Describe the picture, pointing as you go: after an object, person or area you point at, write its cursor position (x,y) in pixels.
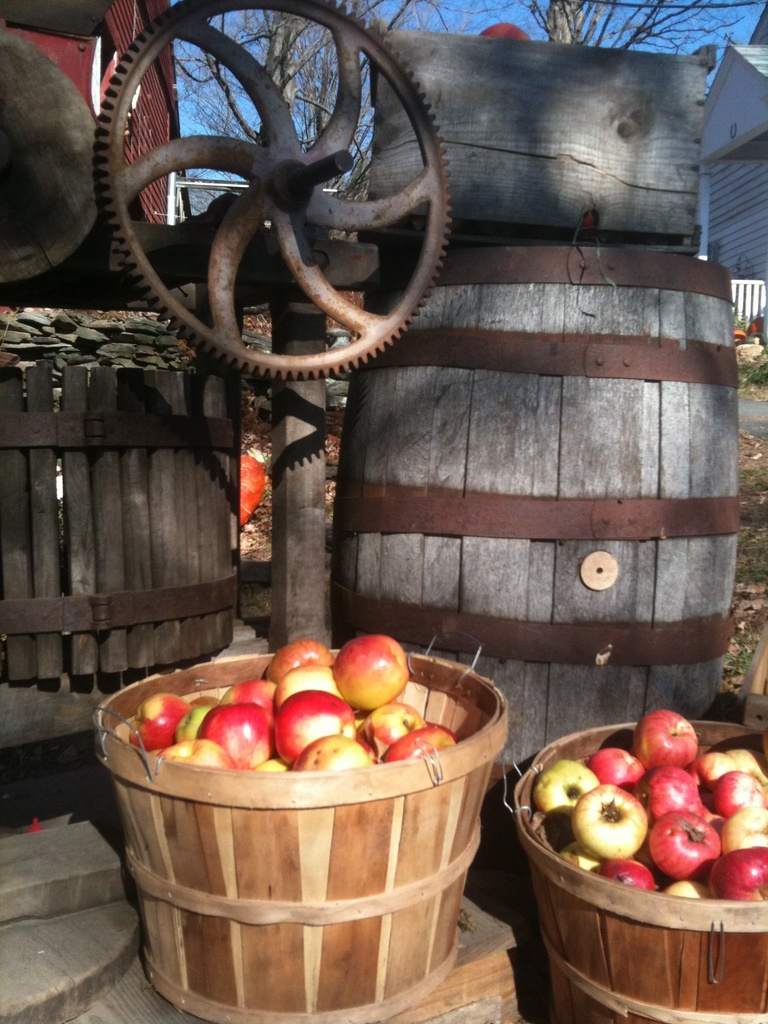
In the picture we can see two baskets (244,959) of apples (170,725) and behind it, we can see wooden drums (135,649) and a machine wheel (149,298) on the top of it and behind it, we can see two dried trees (296,84) and beside it we can see a house (739,218).
